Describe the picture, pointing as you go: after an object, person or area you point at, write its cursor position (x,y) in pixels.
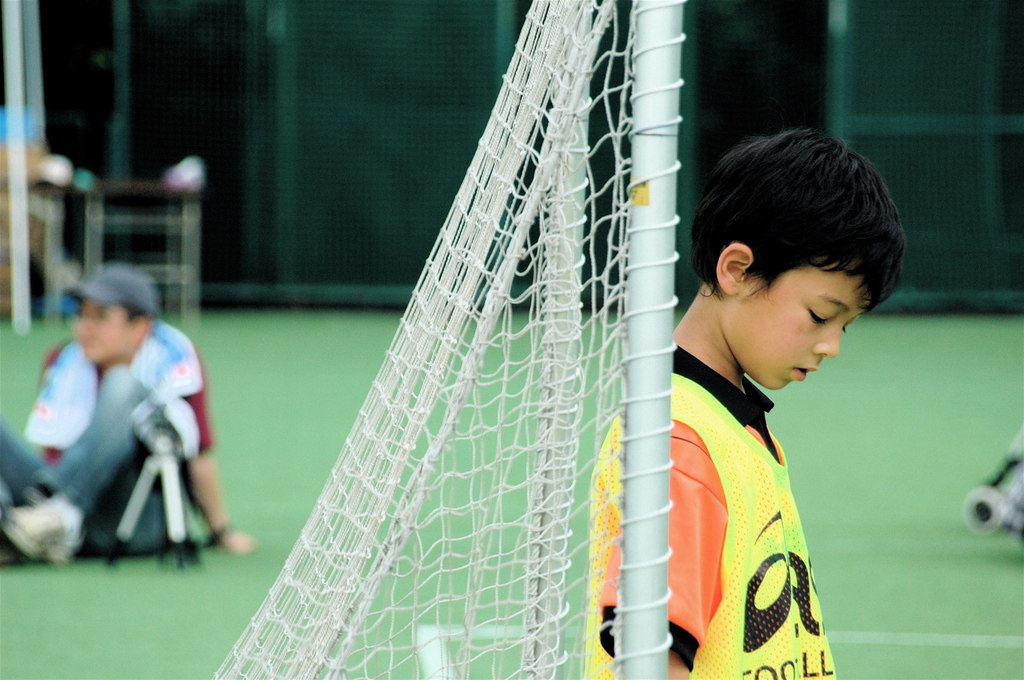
In this image we can see a boy (732,446) on the right side (686,436) and behind him there is a net (501,461) to the poles (568,333). In the background (171,445) the image is blur but we can see a person (126,430) is sitting on the ground (314,391), welded mesh wire (298,116) and other objects (170,522).
